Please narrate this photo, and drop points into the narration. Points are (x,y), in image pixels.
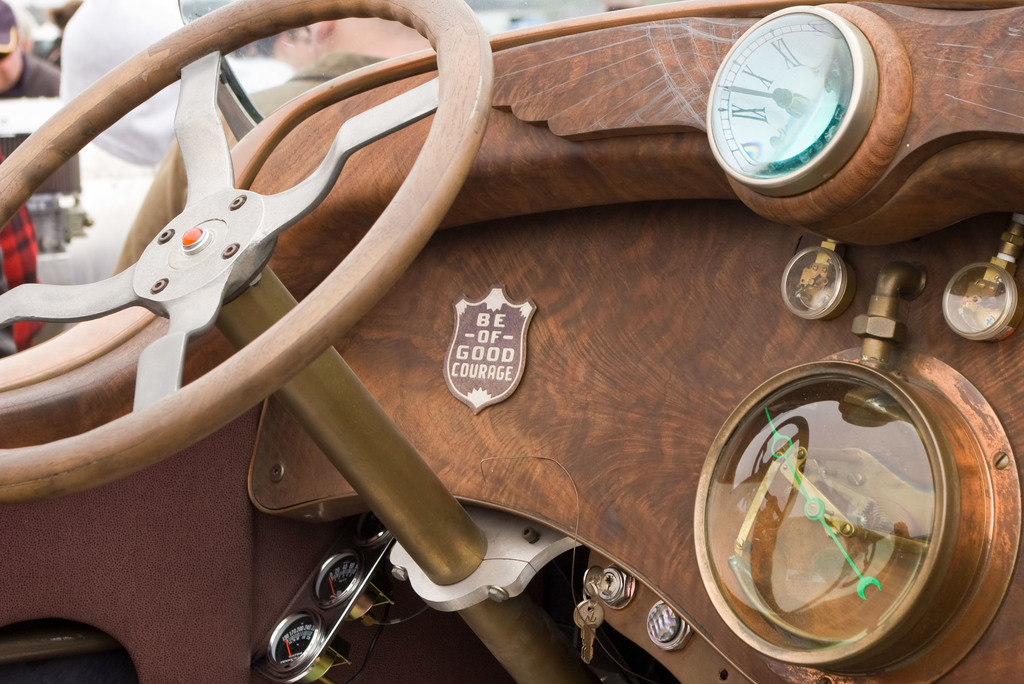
In this image we can see a vehicle (529,523). In the background (26,209) there are people (117,156).
